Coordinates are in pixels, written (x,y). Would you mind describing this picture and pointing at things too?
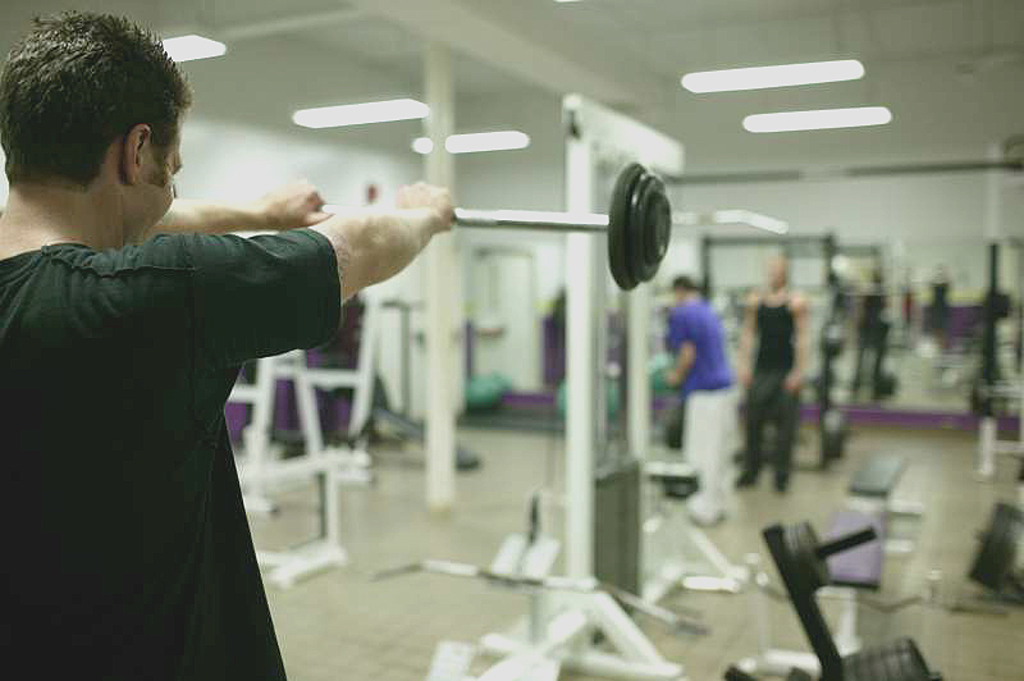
On the left side of the image (171,376) we can see a man (76,376) lifting weights (564,216). There are stands (650,559). We can see people (790,414). In the background (799,213) there is a wall (809,209). At the top (336,109) there are lights (326,118).
